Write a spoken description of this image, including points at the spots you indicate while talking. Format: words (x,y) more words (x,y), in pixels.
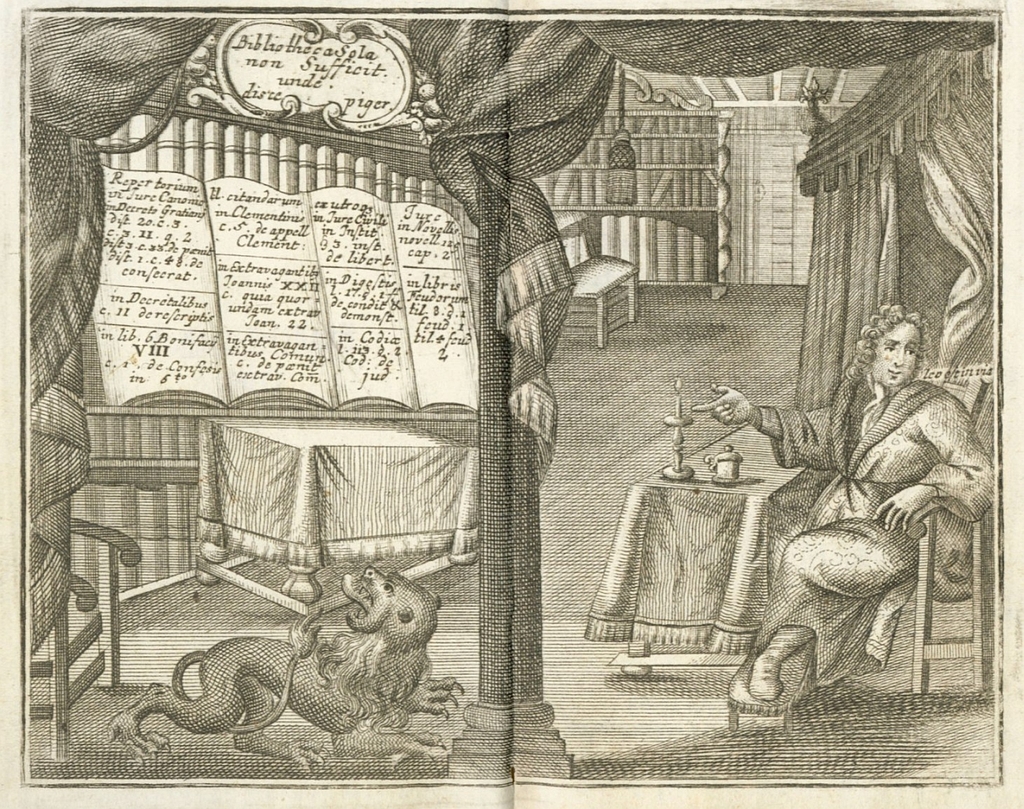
We can see poster (476,656), on this poster (769,704) we can see person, animal (398,602) and objects (681,449) on the table (691,536).
